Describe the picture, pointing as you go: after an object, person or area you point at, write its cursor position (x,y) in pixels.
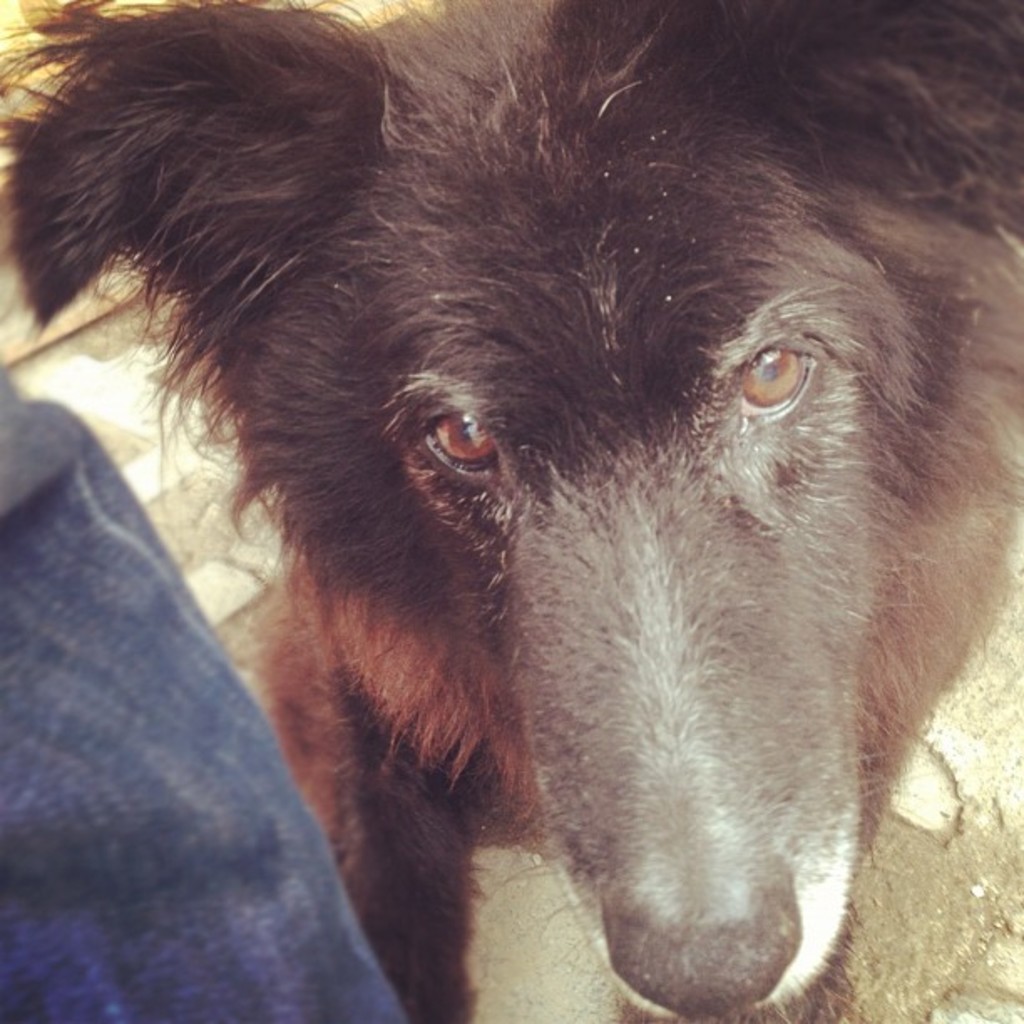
In this image I can see an animal (325,598). And in the bottom left corner (142,890) there is an object (156,892).
